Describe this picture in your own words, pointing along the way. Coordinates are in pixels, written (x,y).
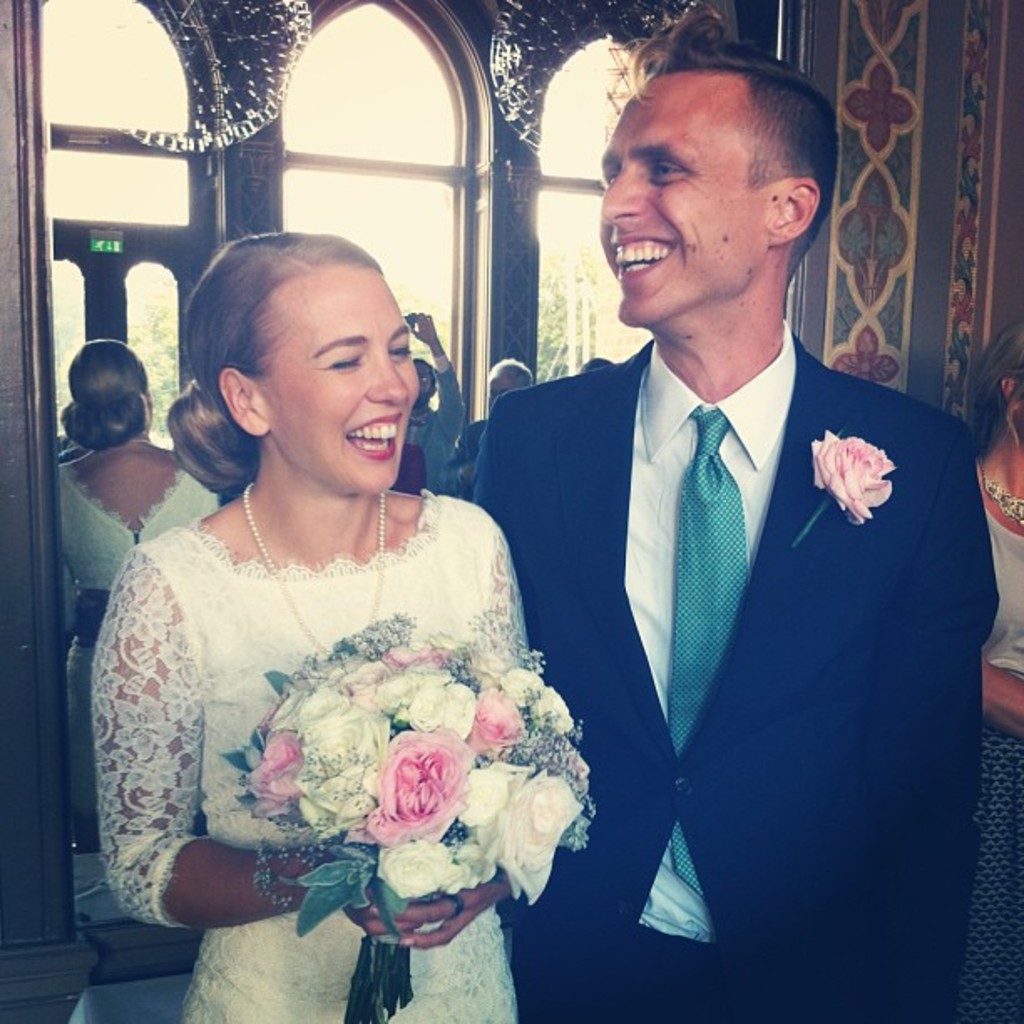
In the foreground of the picture (221,586) I can see a couple (233,271) and there is a smile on their face (663,323). There is a man (892,520) on the right side (769,731) is wearing a suit (783,632) and tie (701,523). I can see a woman (120,796) on the left side (120,883) is holding the flowers (392,710) and there is a pearl necklace (268,557) on her neck (354,539). In the background (308,229), I can see a few persons (141,360) and glass windows (399,190).
